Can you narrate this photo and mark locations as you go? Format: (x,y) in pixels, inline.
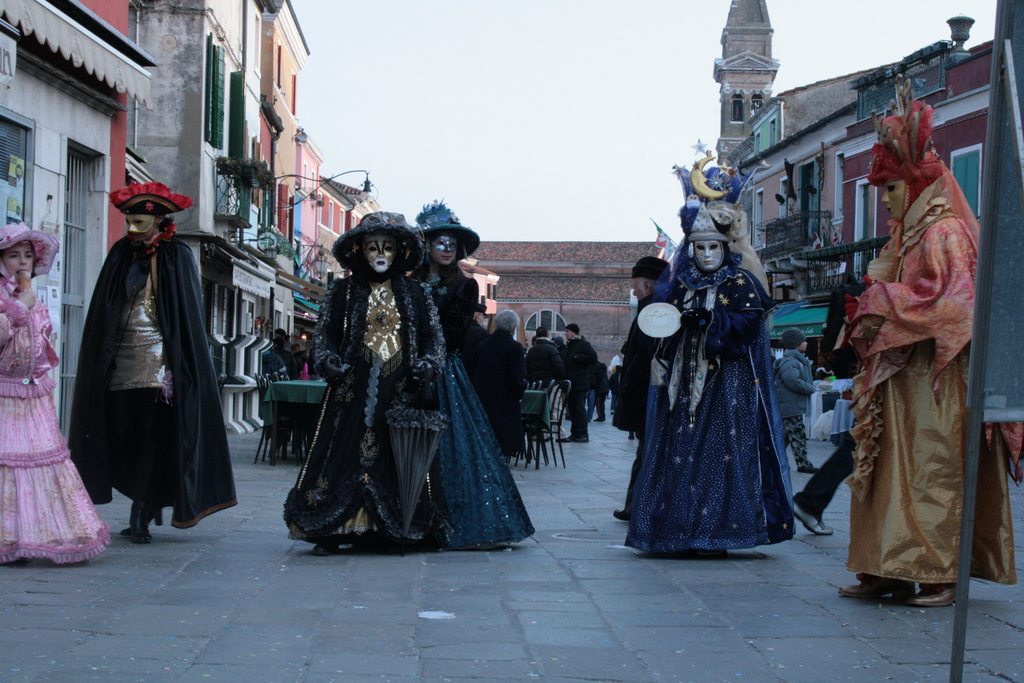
In this image we can see persons (176,517) dressed in costumes (790,511) and standing on the floor (718,566). In the background (809,97) we can see buildings (817,132), street poles (290,207), street lights (368,183), railings (227,186), persons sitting on the chairs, persons (584,377) standing on the floor (602,442) and sky (462,103).
